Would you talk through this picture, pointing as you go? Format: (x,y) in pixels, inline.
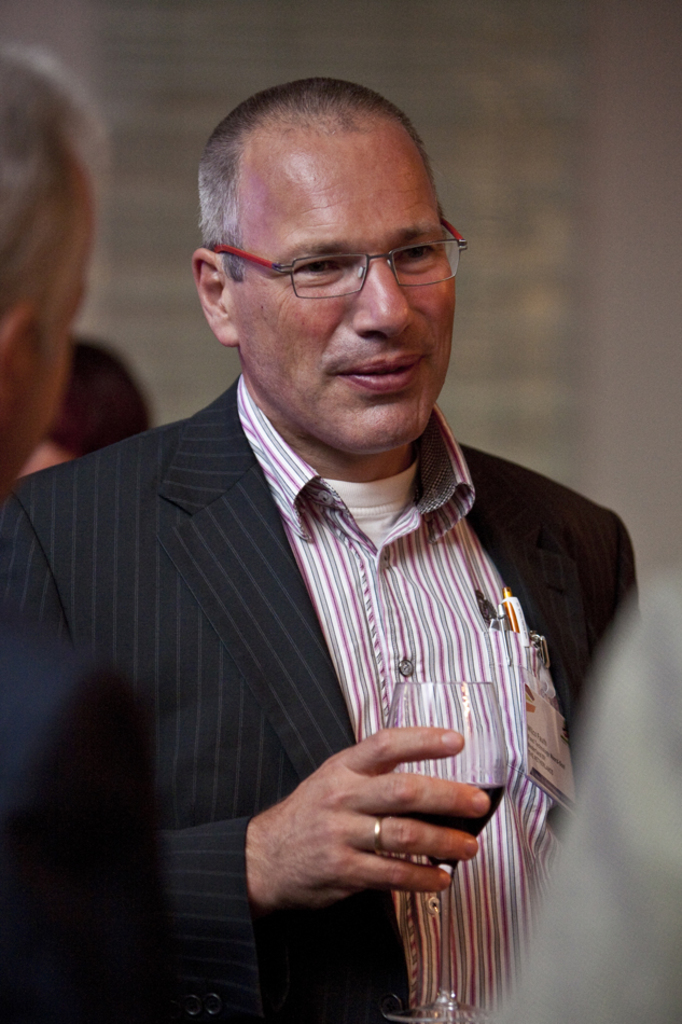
The picture consists of one person (337,911) in the middle (285,353) wearing a suit (276,664) and shirt (337,612) and a glass (422,773) in his hands (434,753) and behind him there is one person (109,398) and in front of him there are two people (22,446).
